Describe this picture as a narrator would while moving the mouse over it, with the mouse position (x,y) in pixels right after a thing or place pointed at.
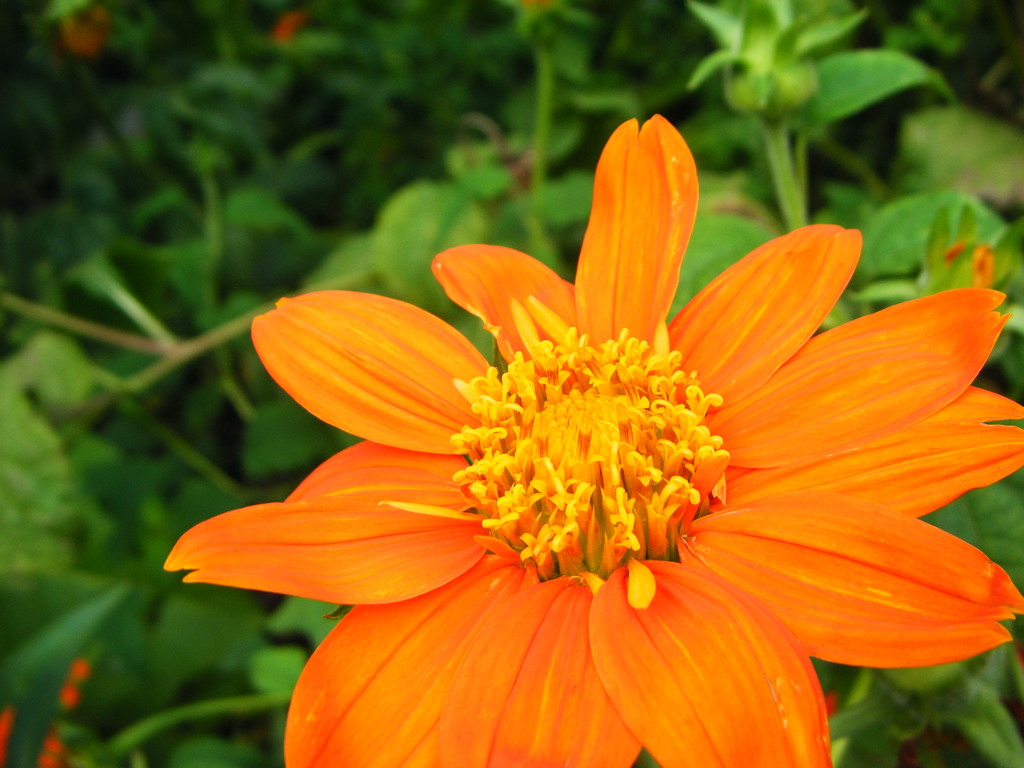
In this image we can see flowers (590,261) to the plants (981,224).
